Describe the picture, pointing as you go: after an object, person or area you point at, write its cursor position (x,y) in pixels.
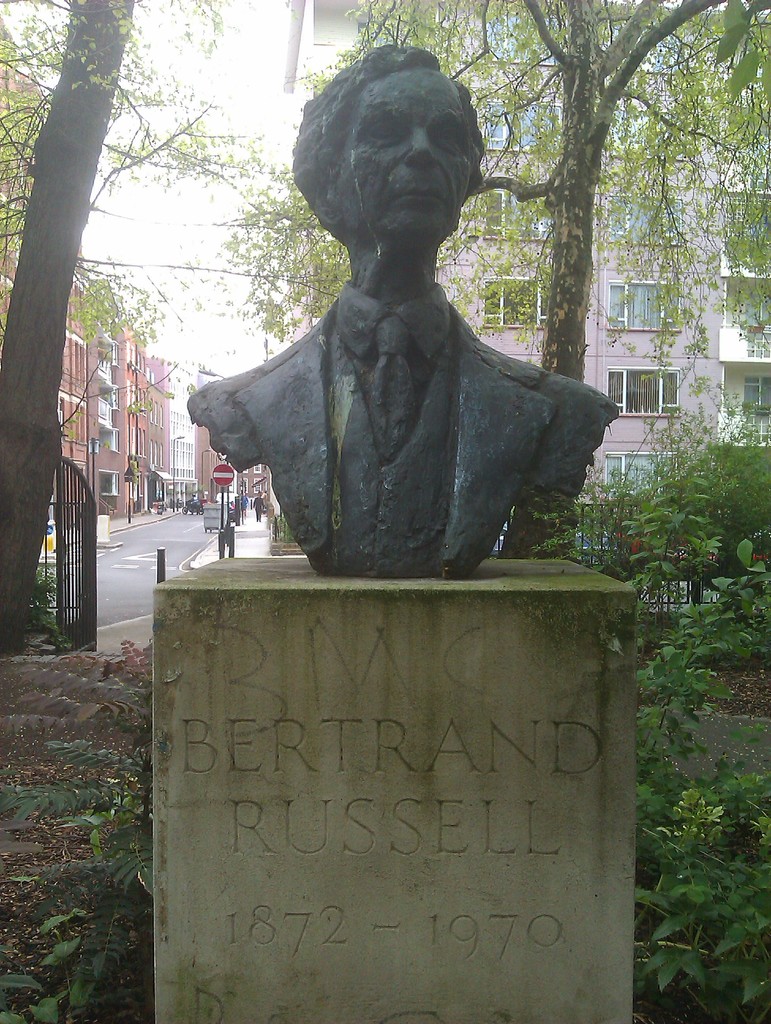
In this picture we can see a statue (350,383) in the front (350,383), in the background (516,253) there are some buildings (505,278), we can see plants (667,570) at the bottom (719,906), there is a gate (89,580) on left side (80,583), we can see a sign board (225,479) and some people (243,499) in the background (234,473), there is the sky (229,63) at the top of the picture (246,138).
